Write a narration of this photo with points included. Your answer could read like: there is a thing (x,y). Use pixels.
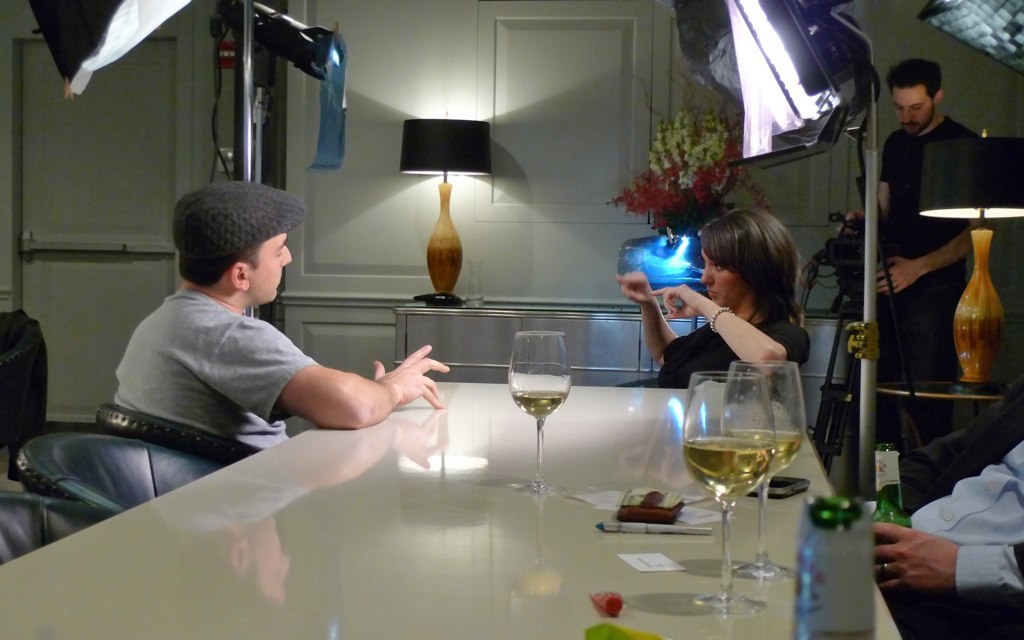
in this back ground (925,257) the three people (271,326) they are sitting on chair (103,421) and one person (929,291) he is standing and he is holding the camera (849,252) and in this room (475,524) the table (478,467) and the bed lamp (447,165) and some flower vase (689,160) are there and table (623,442) has some wine glasses (689,455) some mobile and purse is there and the back ground is white.
